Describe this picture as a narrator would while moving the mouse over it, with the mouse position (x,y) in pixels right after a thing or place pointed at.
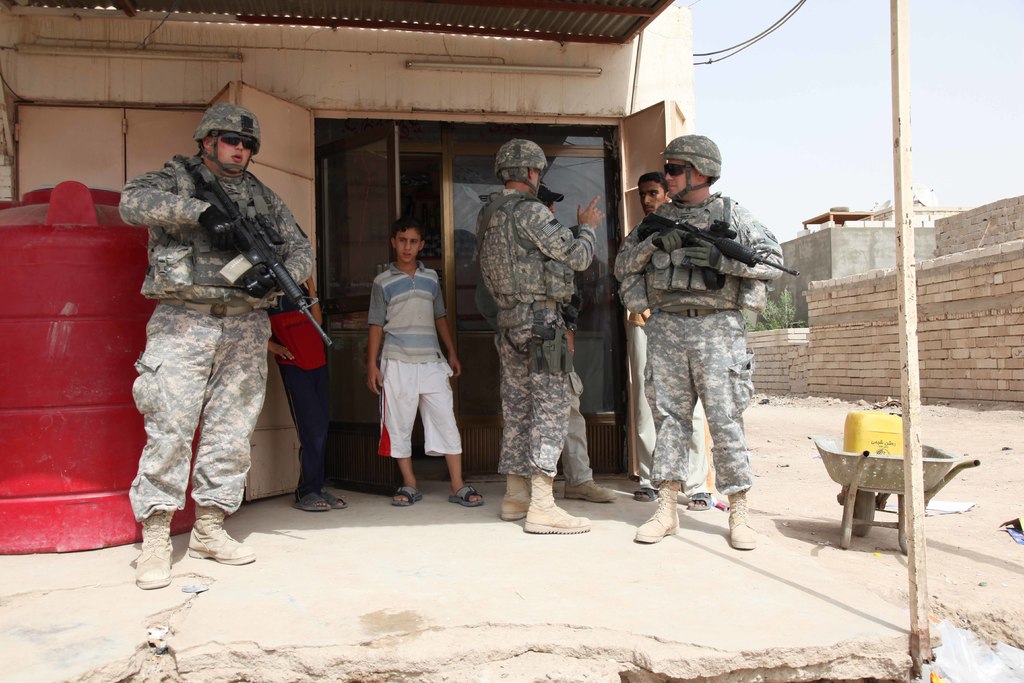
This image is taken outdoors. At the bottom of the image (460,604) there is a floor (681,599) and a ground (809,534). In the background (332,137) there is a room (303,174) with walls (216,84) and a door (461,237). In the middle of the image (623,273) a few people (526,370) are standing on the ground (277,544) and holding guns (228,262) in their hands (665,234). On the left side of the image (143,326) there is a tank (23,408). On the right side of the image (853,340) there are a few bricks (896,360) and a house (930,246) and there is a trolley (898,457) on the ground (807,433). At the top of the image (930,75) there is a sky (881,75).
